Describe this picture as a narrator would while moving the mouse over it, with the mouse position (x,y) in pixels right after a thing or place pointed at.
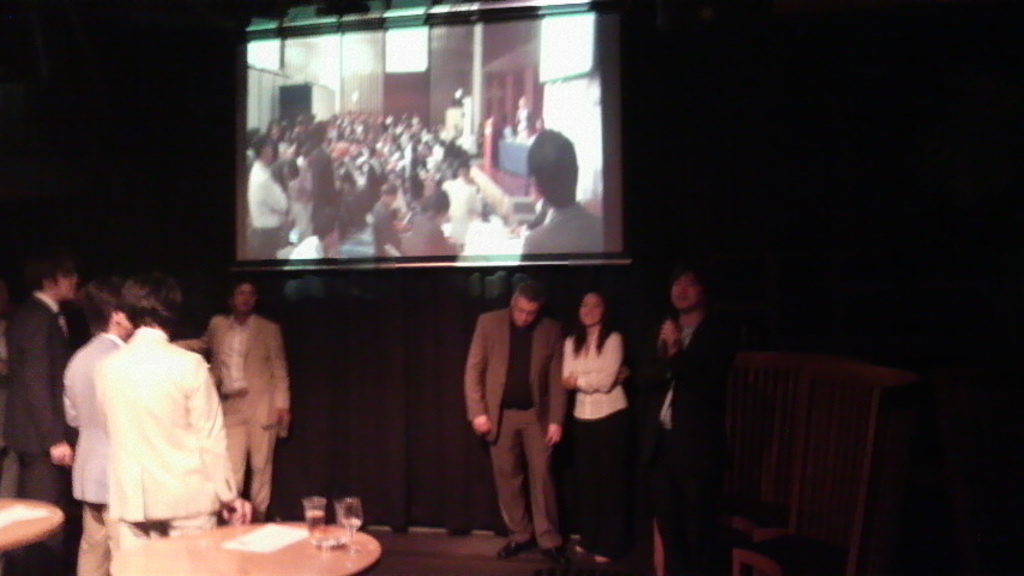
In this picture we can see a group of people (514,513) standing on a platform (419,532), glasses (321,535) and papers (261,533) on tables (244,531), chairs (784,479), screen (246,154) and in the background (292,325) it is dark.
